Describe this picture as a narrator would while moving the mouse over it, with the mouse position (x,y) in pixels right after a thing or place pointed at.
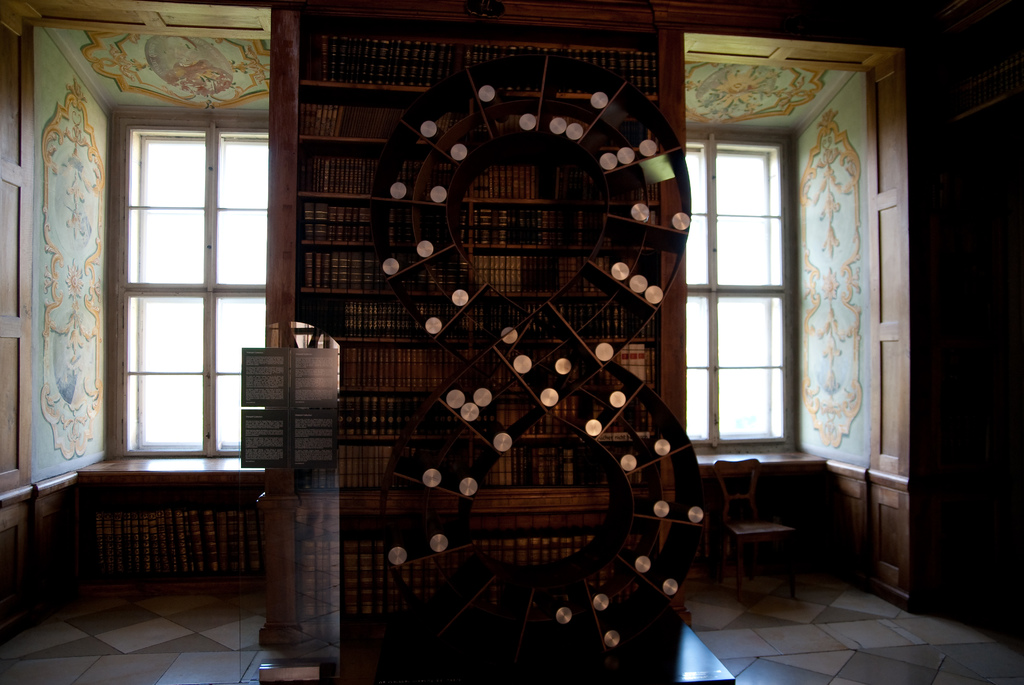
This image is taken indoors. At the bottom of the image (798,633) there is a floor (121,634). In the background (136,313) there are two windows (722,304). There is a table (769,456) there are a few books (215,536) on the shelf (200,575). There is an empty chair (761,540) on a floor (802,576). In the middle of the image (343,261) there is a rack (330,296) with many shelves (379,520) and there are many books (408,65) on the shelves (442,261). There is an architecture (615,531) and there is a board (316,403) with a text (282,427) on it.
